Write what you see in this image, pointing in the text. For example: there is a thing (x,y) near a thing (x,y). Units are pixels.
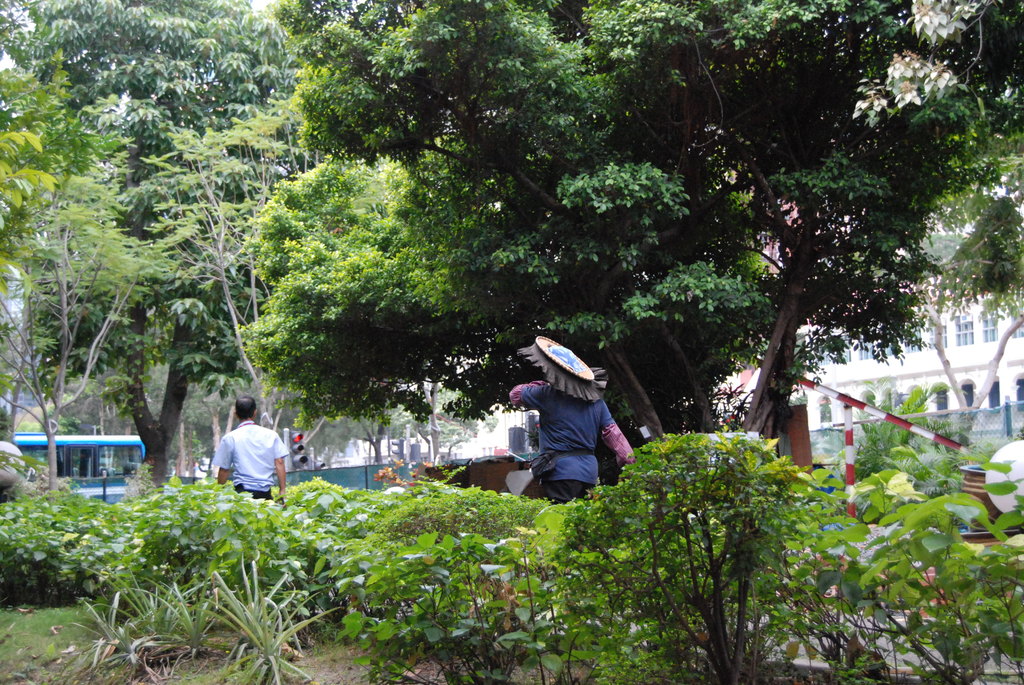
In this picture there is a man (575,421) who is wearing t-shirt (575,423) and short (568,495). He is standing near to the plants (624,470). On the right (846,461) I can see the pipes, dustbins (966,474) and other objects (1001,474). On the left (254,442) there is another man (269,444) who is standing near to the trees (184,464). In front of him there is a bus (96,470) and traffic signal (296,460). In the background (366,448) I can see the wall partition (493,478), fencing (985,431), buildings (1019,337) and other objects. In the top left (261,11) I can see the sky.
